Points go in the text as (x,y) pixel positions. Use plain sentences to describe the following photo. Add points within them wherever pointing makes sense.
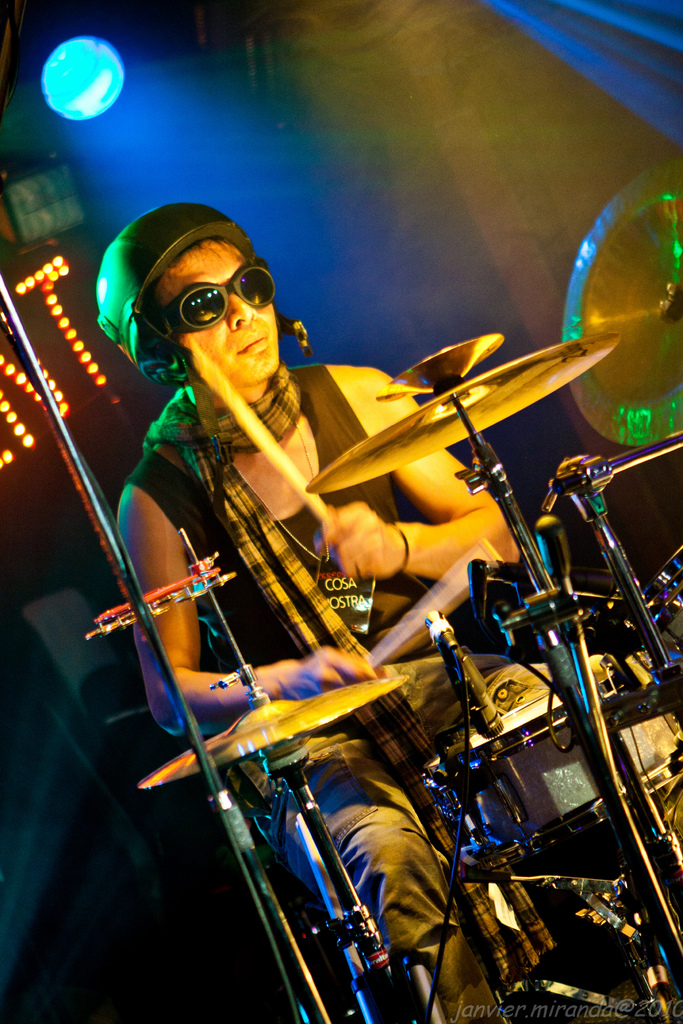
In this image there is a person (319,570) playing drums (443,395).
